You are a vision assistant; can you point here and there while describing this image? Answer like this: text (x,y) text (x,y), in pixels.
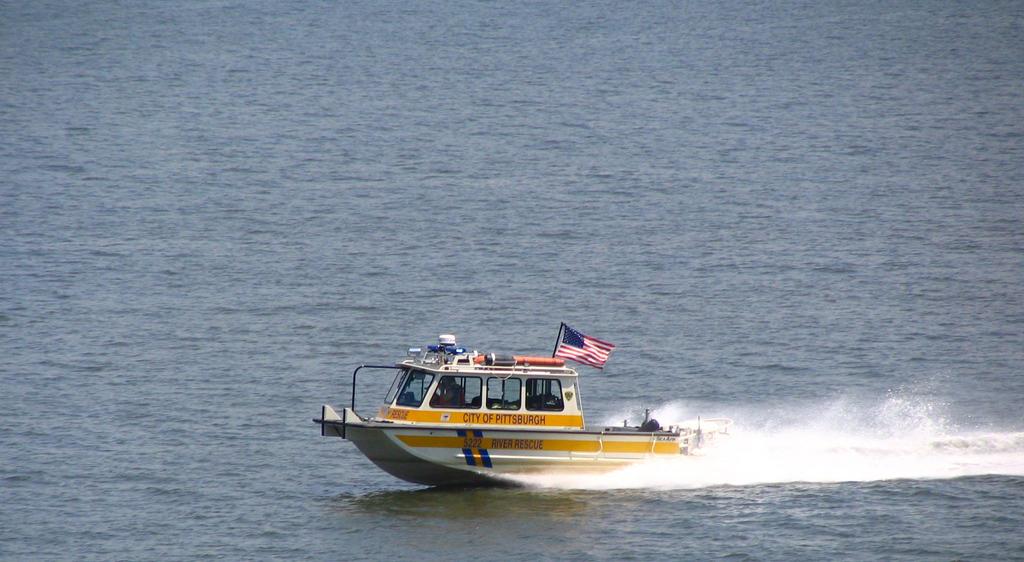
In this image, we can see a person (451,378) sailing a boat (377,422) on the water (895,517). In the middle of the image (576,351), we can see the pole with a flag (579,347).
